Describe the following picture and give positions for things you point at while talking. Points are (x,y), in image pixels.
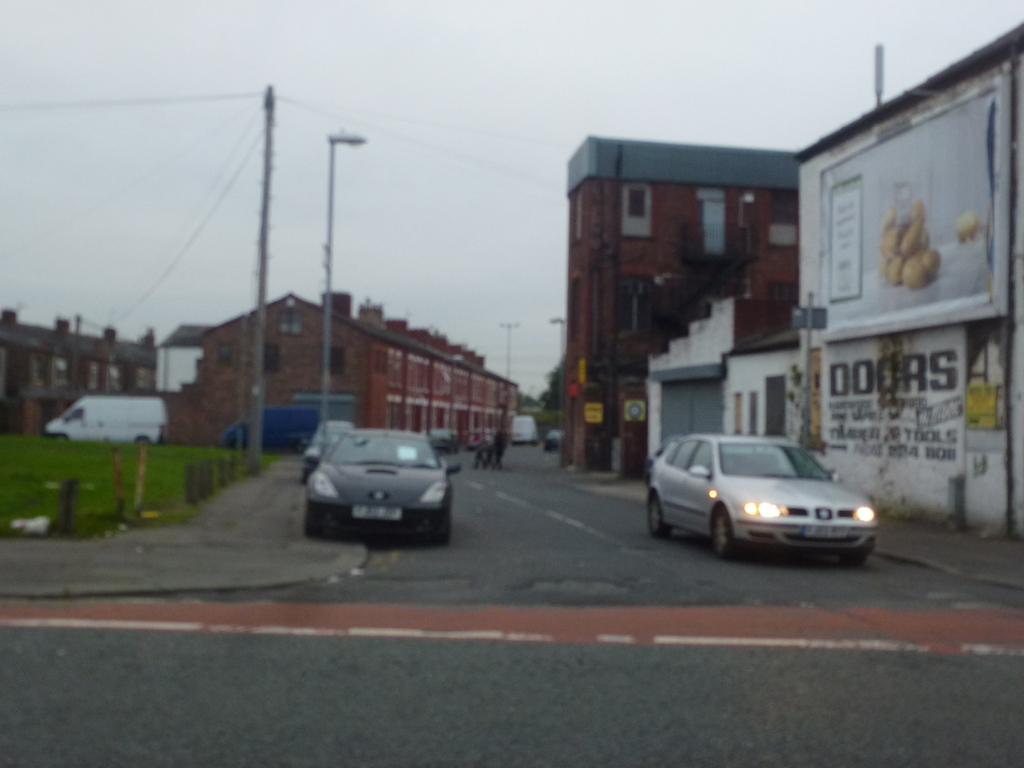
In this image I can see the vehicles (728,537) on the road (549,595). To the side of the vehicles (335,518) I can see the poles (259,444), grass (190,507) and the building (886,415). In the background (351,420) I can see few more buildings (497,410), trees (542,394) and the sky (227,203).
